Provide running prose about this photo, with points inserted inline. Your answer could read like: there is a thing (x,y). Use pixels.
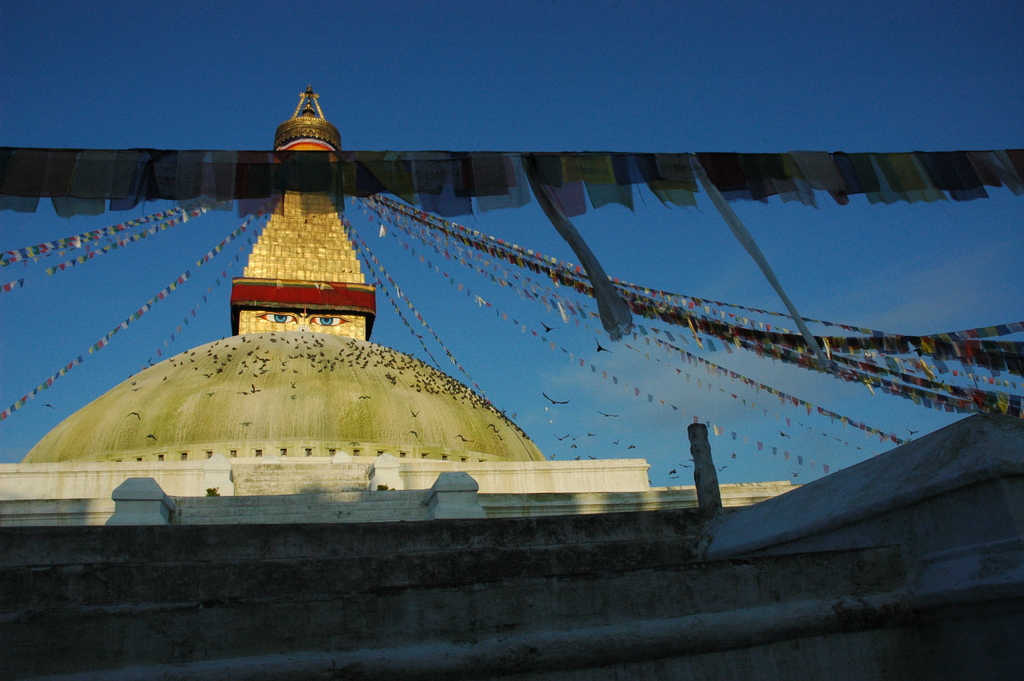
In this image there is a temple (169,374) having few birds (395,380) on it. Few birds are flying in air (551,423). Few flags (293,181) are attached to the building (349,426). Two eyes (326,320) are painted on the wall (296,329) of building (342,320). Top of image (768,123) there is sky (810,71).
